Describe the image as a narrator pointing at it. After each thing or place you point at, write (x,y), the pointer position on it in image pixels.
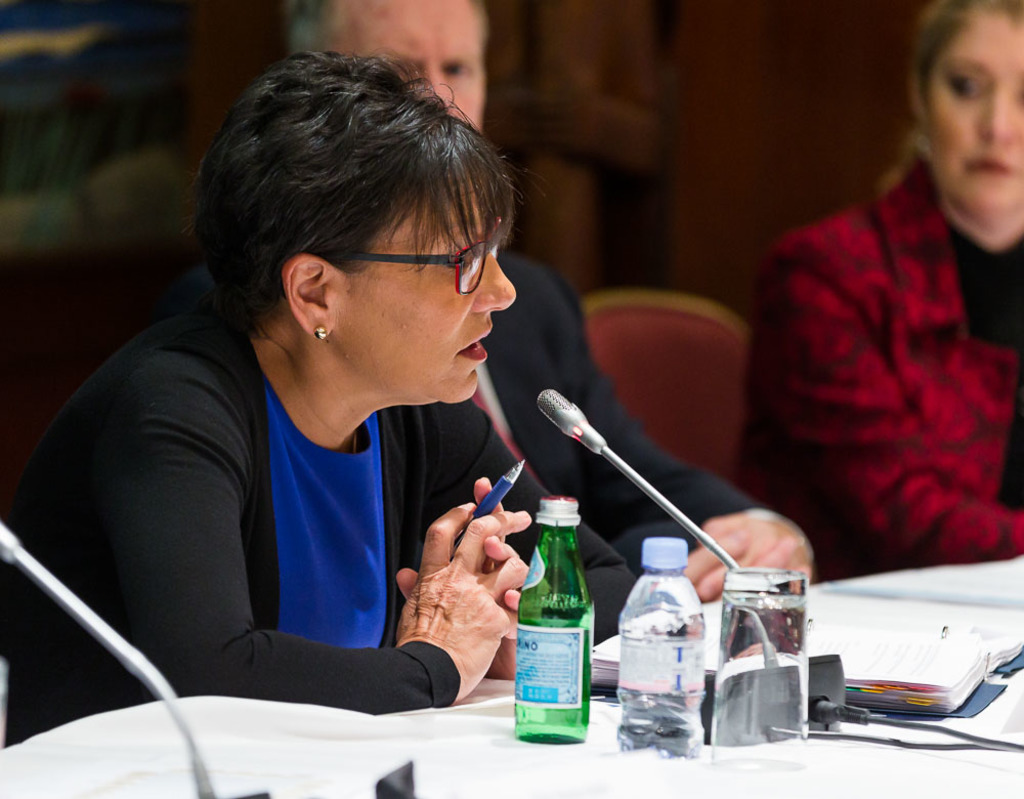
In this picture there is a lady (292,67) who is sitting at the left side of the image (289,310) and there is a mic (554,398) in front of the lady (449,244), there are other two people (912,305) those who are sitting at the right side of the image (861,315) and there is a table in front of them, where water bottles (666,566), glasses (731,589), and books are kept.
